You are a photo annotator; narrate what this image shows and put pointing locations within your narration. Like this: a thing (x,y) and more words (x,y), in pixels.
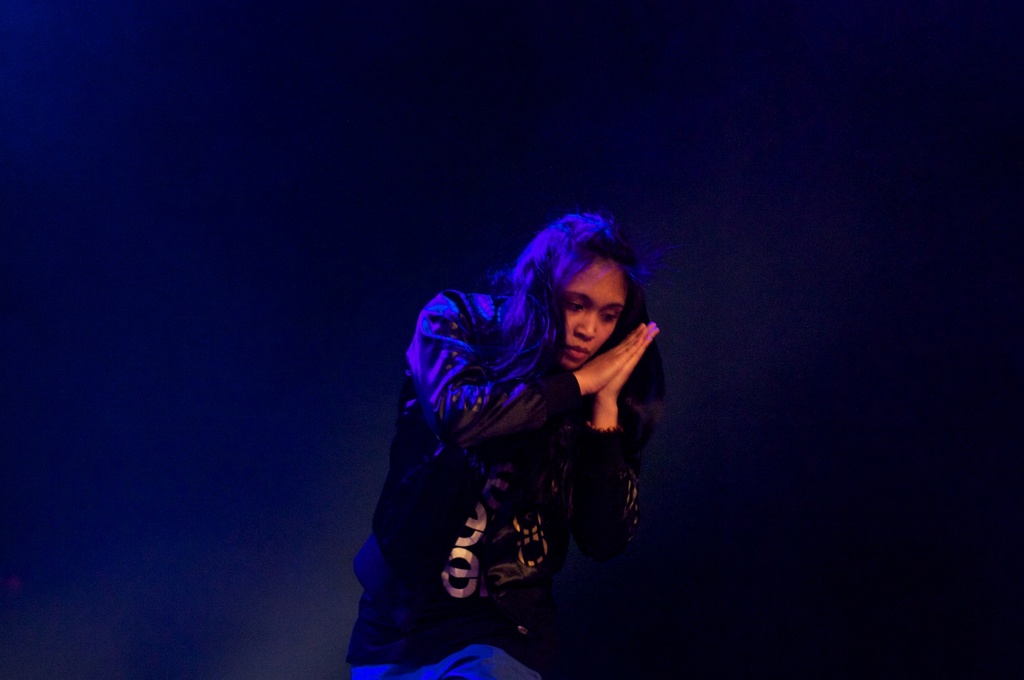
In the image we can see there is a person (528,403) standing and she is holding her palms (624,365). Background of the image (542,56) is dark.
